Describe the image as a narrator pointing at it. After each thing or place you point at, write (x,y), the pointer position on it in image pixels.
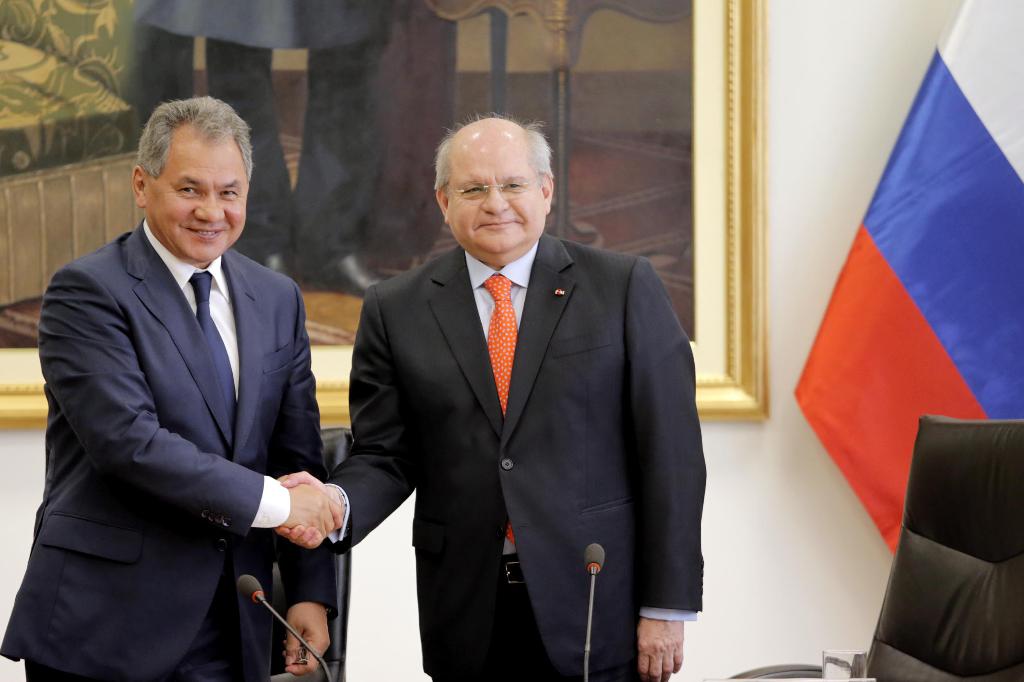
In this picture, there are two men (185,259) wearing blazers (315,391). Both of them are shaking hands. Before them, there are mics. Towards the right (976,398), there is a chair (917,546) and a flag (958,285). In the background (433,112) there is a frame (706,99) to a wall (771,104).
